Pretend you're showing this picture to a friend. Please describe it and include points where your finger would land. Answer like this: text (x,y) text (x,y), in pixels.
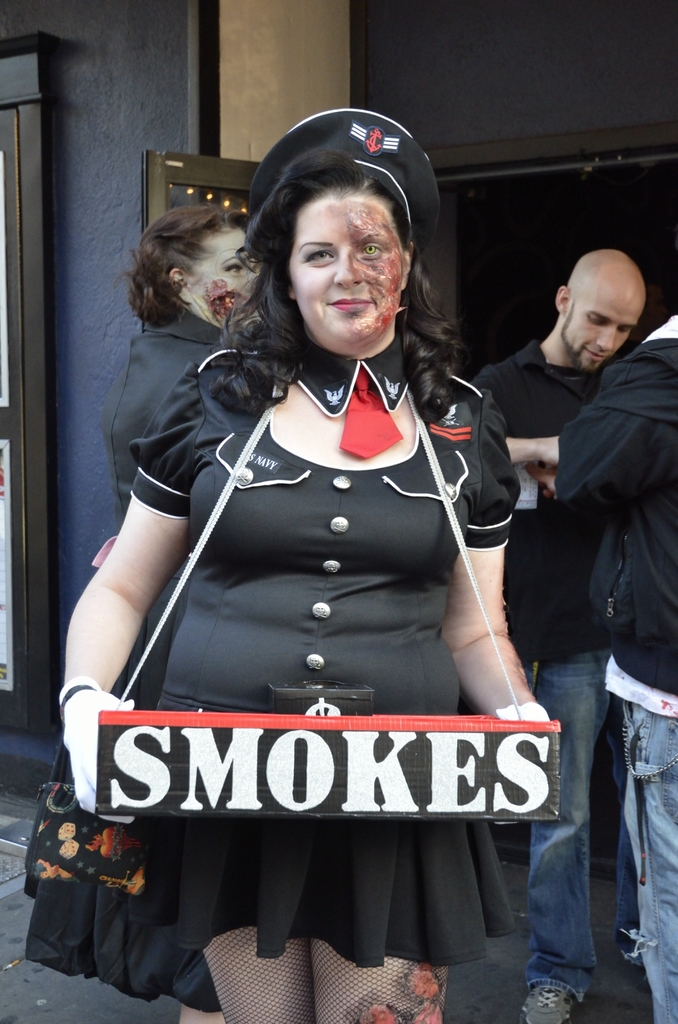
In this image we can see a few people (364,386), two of them has paint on their faces (326,292), a lady (294,298) is holding a board (319,806) with text (255,773) on it, also we can see the wall (155,143).
